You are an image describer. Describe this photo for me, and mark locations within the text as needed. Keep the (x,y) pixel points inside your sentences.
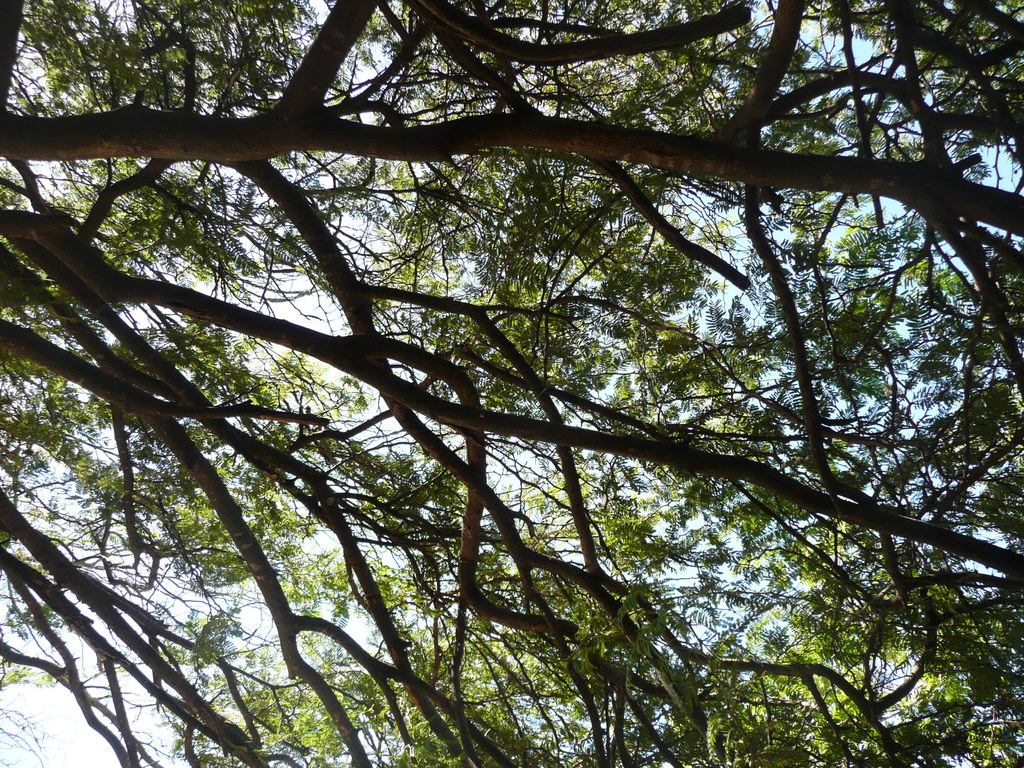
In this picture we can see trees (86,580) and in the background (261,277) we can see the sky (94,734).
